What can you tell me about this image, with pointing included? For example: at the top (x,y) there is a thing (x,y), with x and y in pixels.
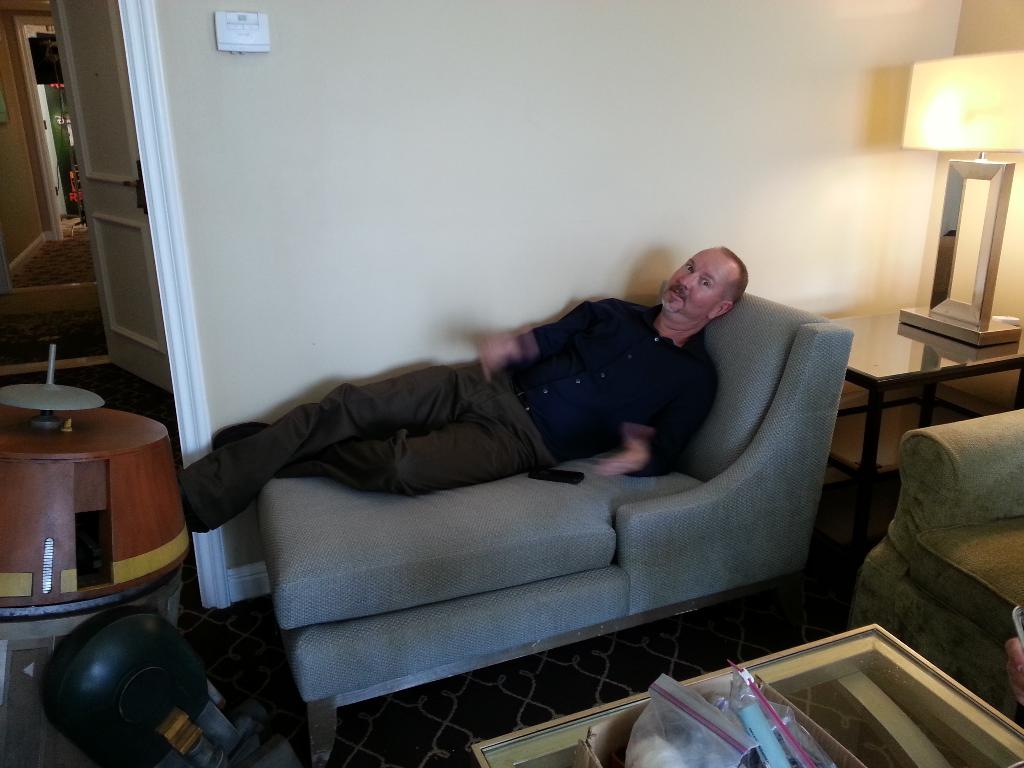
In the middle (679,437) a man (691,434) is lying on the sofa bed (569,497) and in the right (994,272) it's a bed lamp (991,233) the left side of an image (116,360) it's a door (98,116) and it's a wall (393,117).
